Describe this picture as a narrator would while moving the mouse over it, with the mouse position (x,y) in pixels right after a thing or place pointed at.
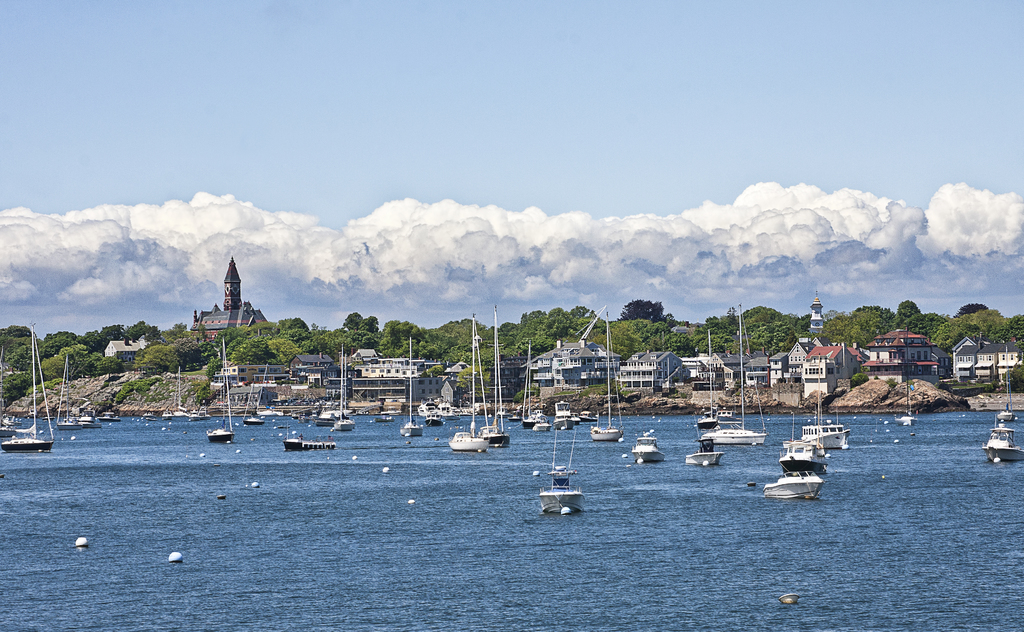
In this image we can see boats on the water (506,463). In the back (297,342) there are buildings (595,368), trees (559,333) and sky (678,190) with clouds (755,208).
